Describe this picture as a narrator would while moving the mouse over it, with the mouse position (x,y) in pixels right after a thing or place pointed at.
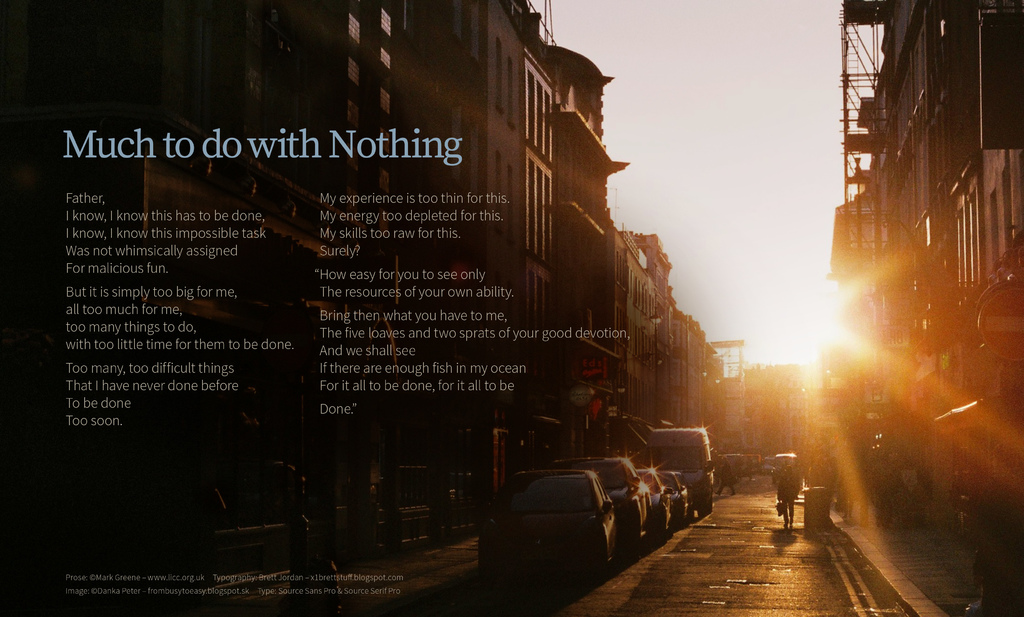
In the picture I can see buildings (686,401), vehicles (592,556) and people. In the background (631,194) I can see the sky (720,146) and the sun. I can also see something written (201,293) on the image.
